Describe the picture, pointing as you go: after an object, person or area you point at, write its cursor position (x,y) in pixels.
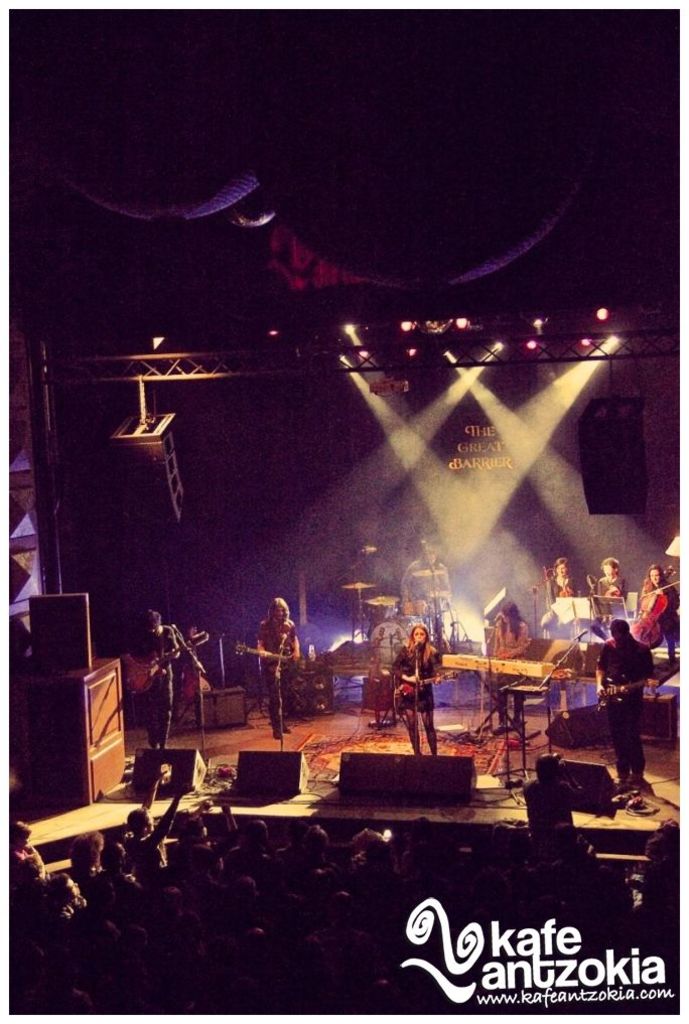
At the bottom of the image (311,915) there are many people (256,834). In front of them there is a stage (252,745) with speakers (386,783) and there are many people (628,765) with musical instruments (280,657). At the top of the image (484,339) there are rods (586,360) with lights (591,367) and speakers (162,422). In the bottom right corner of the image (615,958) there is a name (552,939).
